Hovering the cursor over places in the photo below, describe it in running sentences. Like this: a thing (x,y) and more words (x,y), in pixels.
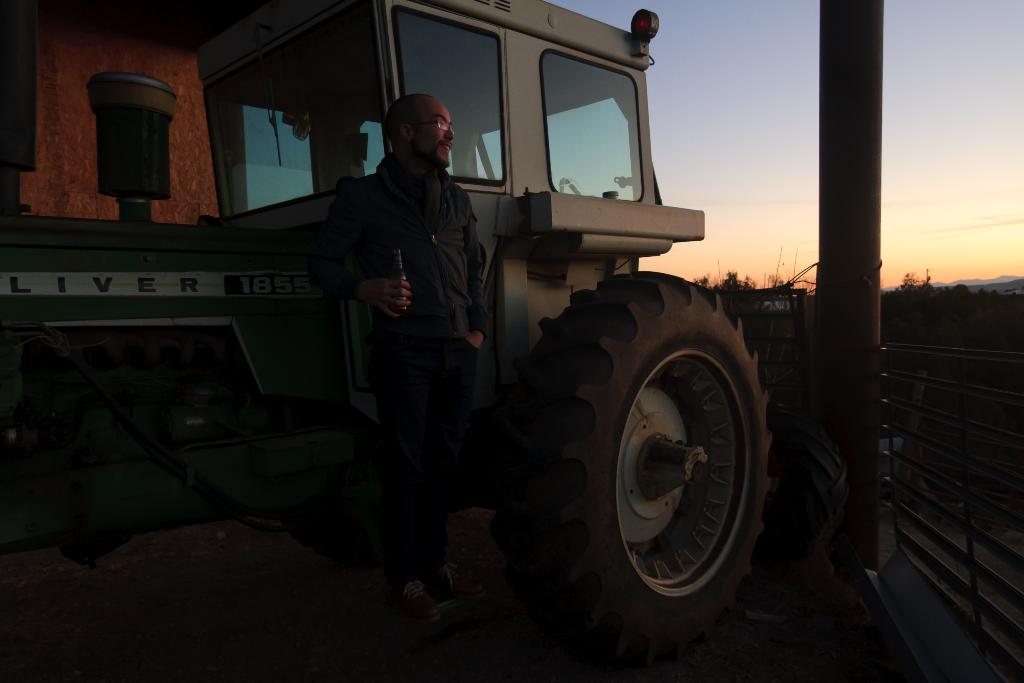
Here in this picture we can see a tractor (296,230) present on the ground (222,543) and we can see a person (397,237) holding a bottle (401,277) and standing near the tractor (459,140) and we can see he is wearing spectacles (443,121) and on the right side (839,247) we can see a pole (874,47) present and we can also see a railing (1014,422) present and in the far we can see plants (968,325) and trees (914,302) present and we can see clouds (782,217) in the sky (1001,202).
